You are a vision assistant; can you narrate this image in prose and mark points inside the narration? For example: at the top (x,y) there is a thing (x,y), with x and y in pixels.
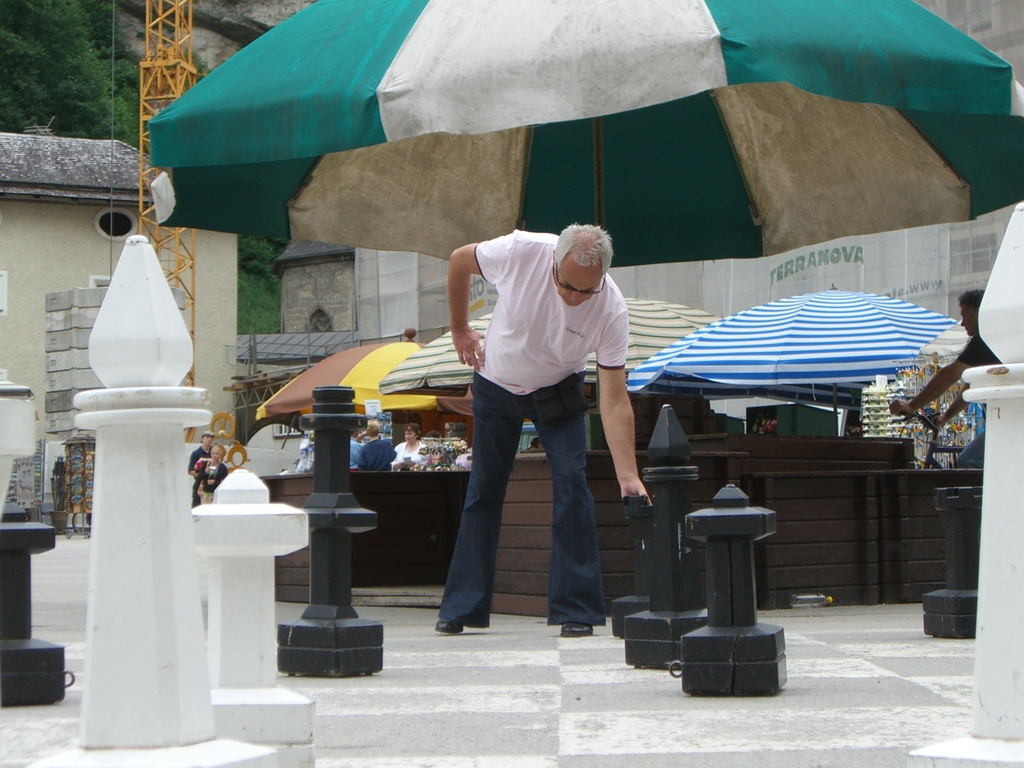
In this image we can see few objects (244,561) looks like pillars (973,575), a person (529,291) is holding the pillar (640,575), in the background (834,487) there are few stalls (726,426) with umbrellas (808,231) and a person (969,331) is riding a bicycle (931,429), there are buildings (290,273) and trees (103,54).
